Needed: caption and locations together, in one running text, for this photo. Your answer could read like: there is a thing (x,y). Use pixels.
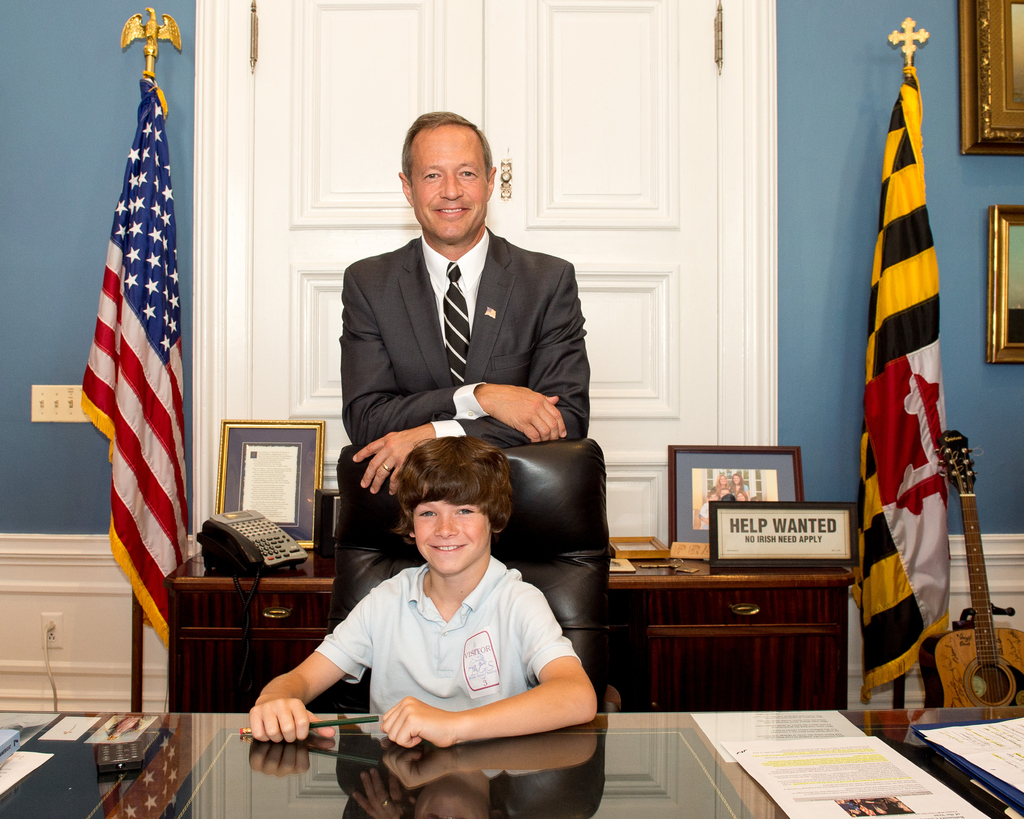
In the given image we can see a boy (456,606) sitting on a chair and a man (455,309) standing who is wearing blazer (473,346) and tie (457,346). Back of them there are two flags (168,287) and a guitar (947,649). This is a photo frame (752,474). The boy (316,731) who is sitting on a chair (326,708) is holding a pencil (334,722) in his hand (298,714).
